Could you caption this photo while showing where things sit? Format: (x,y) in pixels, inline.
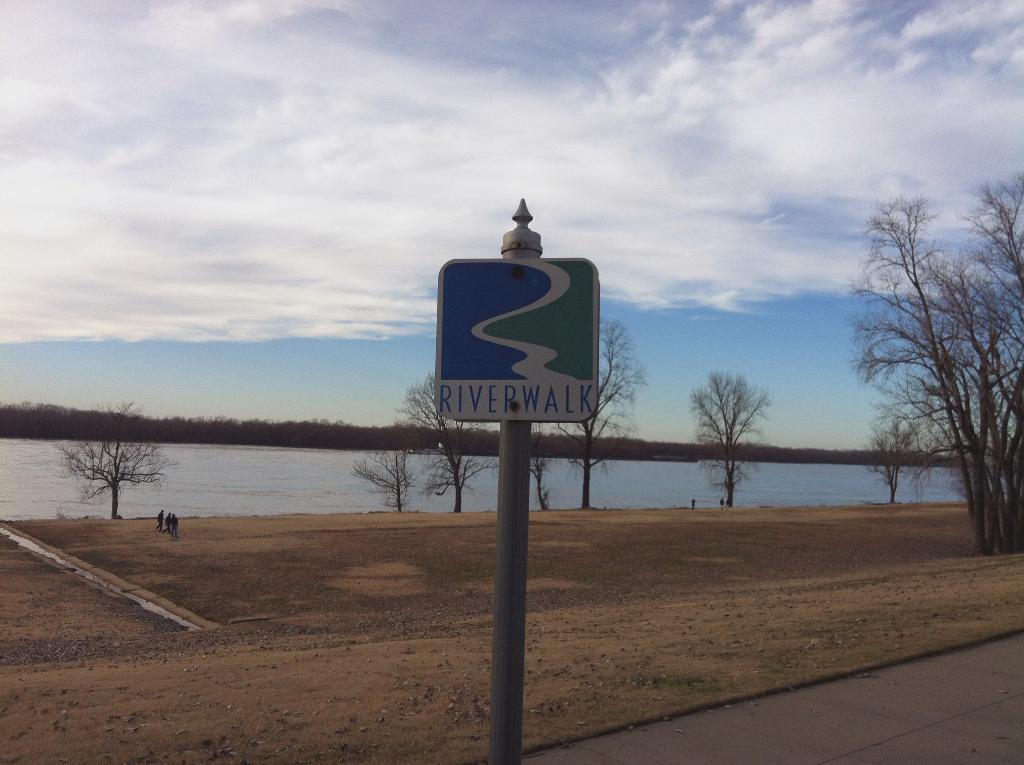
At the bottom of the image (896,709) there is a path (952,709) and a pole (509,439) with name board (557,364). Behind the pole (509,439) on the ground (323,639) there are stones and also there are few people (172,519) standing. There are trees (125,439). Behind them there is water (51,443). Behind the water (51,443) there are tree (597,439). At the top of the image (556,144) there is sky (539,117).
